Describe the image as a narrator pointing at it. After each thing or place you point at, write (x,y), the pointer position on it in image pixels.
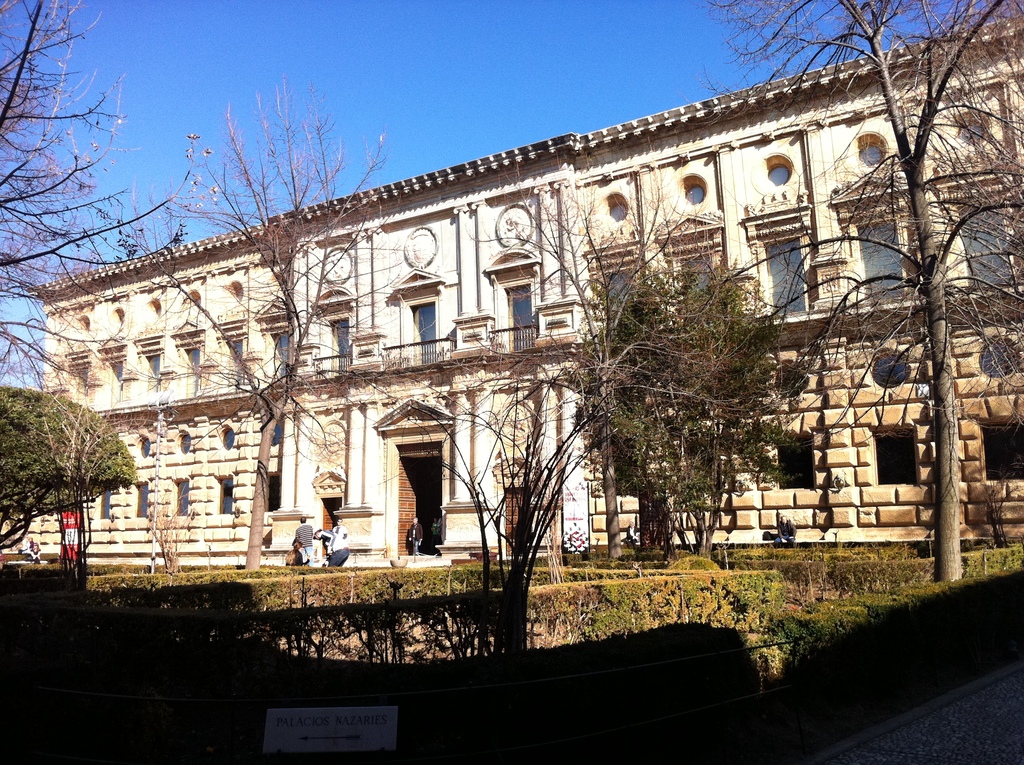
In the image there is a building (370,355) in the back (387,384) with trees (932,231) in front of it on the land (933,671) and above its sky (396,70).
